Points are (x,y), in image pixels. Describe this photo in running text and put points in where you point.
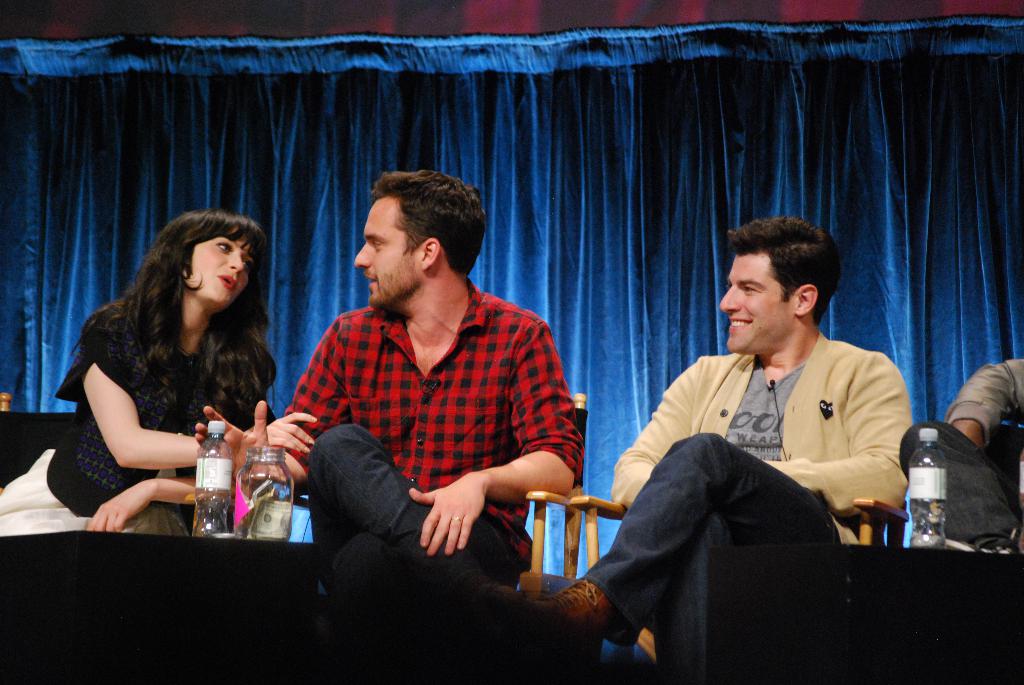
In this image I can see few persons (413,452) are sitting on wooden chairs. I can see few black colored objects (230,562) in front of them and on them I can see few bottles (212,469). I can see the blue colored curtain (310,155) in the background (557,152).
